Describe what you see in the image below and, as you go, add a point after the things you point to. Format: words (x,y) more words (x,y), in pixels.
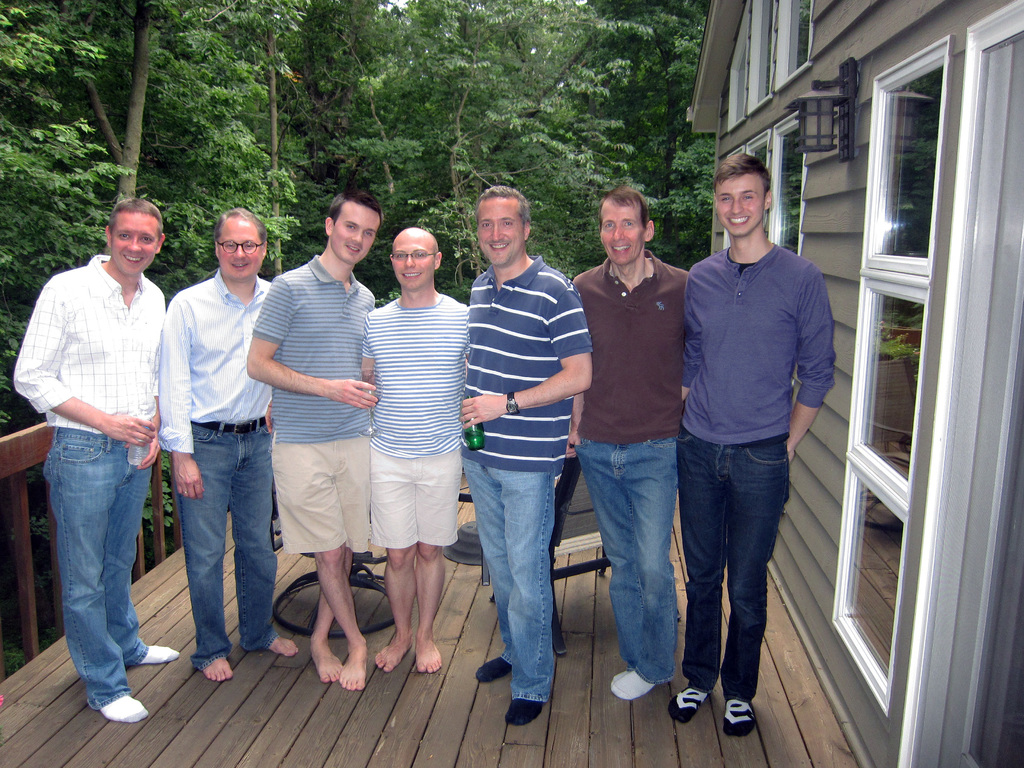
In this image we can see a few men (205,521) standing beside the house (839,62), a light (830,121) is attached to the house (834,167), a man (336,434) is holding a glass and two people (517,436) are holding bottles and there are trees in the background (398,120).
